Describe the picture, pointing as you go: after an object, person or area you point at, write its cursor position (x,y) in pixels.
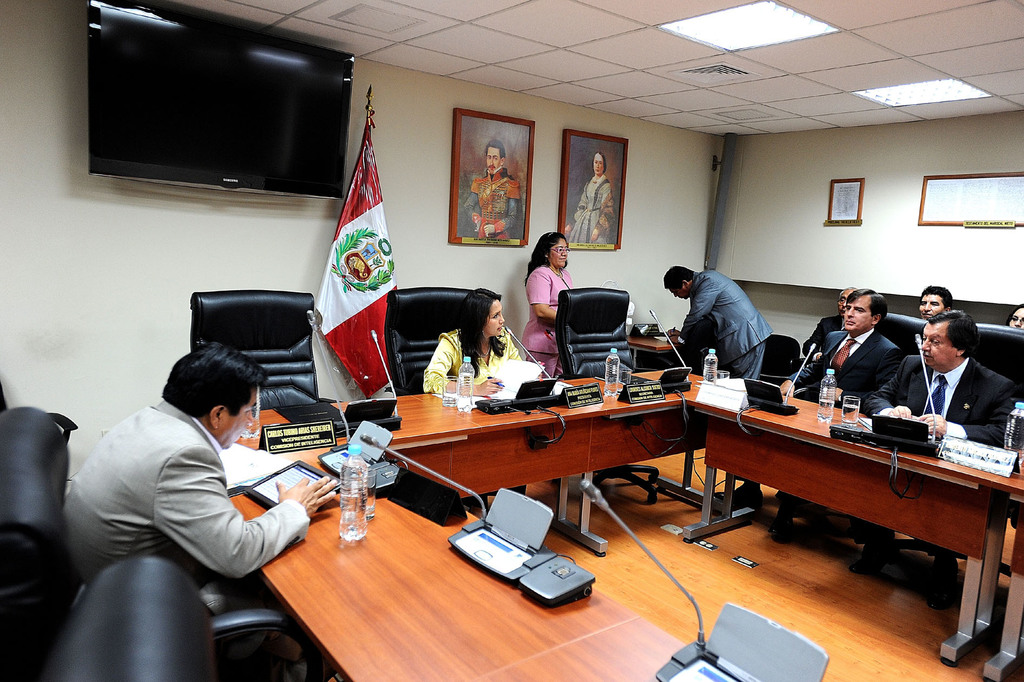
In a room (599,392) there are many people (236,430) sitting. In front of them there is a table (422,571) with bottle (366,504), laptop (278,472), mic (420,464), wires (403,462) and a name board (297,424) on it. In the background (566,190) there are two frames (485,166). And on the top (268,80) there is a TV screen (275,163). And there is a flag (366,277).
